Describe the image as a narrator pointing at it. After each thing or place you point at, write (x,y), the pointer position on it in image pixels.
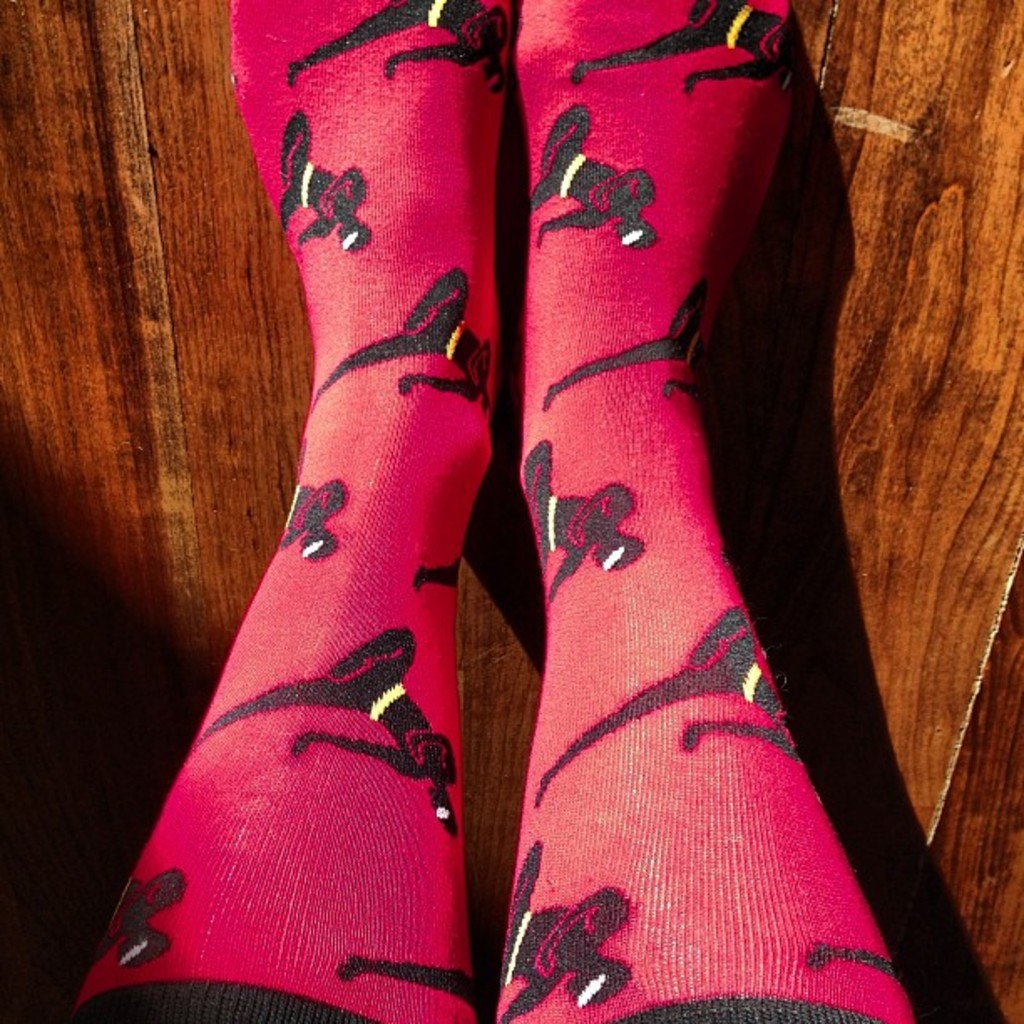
In this image, we can see the legs (423,753) of a person (708,697) on the wooden surface (875,722).
